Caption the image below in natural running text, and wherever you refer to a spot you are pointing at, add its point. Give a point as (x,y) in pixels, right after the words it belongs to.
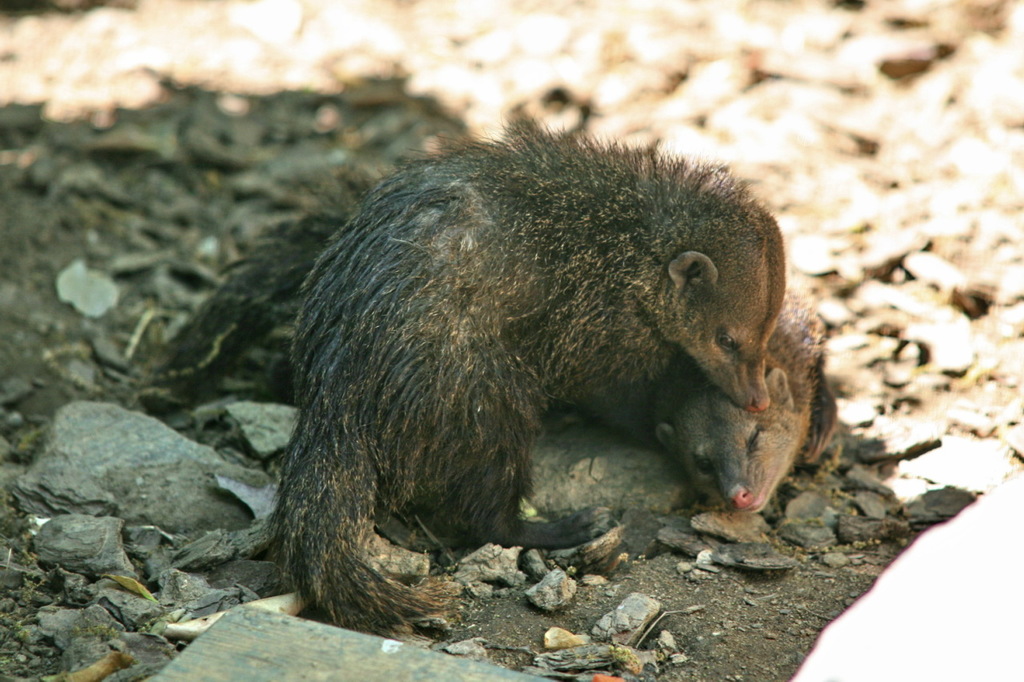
In this image I can see two animals (739,479) which are in black color. To the side of these animals (368,433) I can see the stones (474,574) and there is a blurred background (424,90).
